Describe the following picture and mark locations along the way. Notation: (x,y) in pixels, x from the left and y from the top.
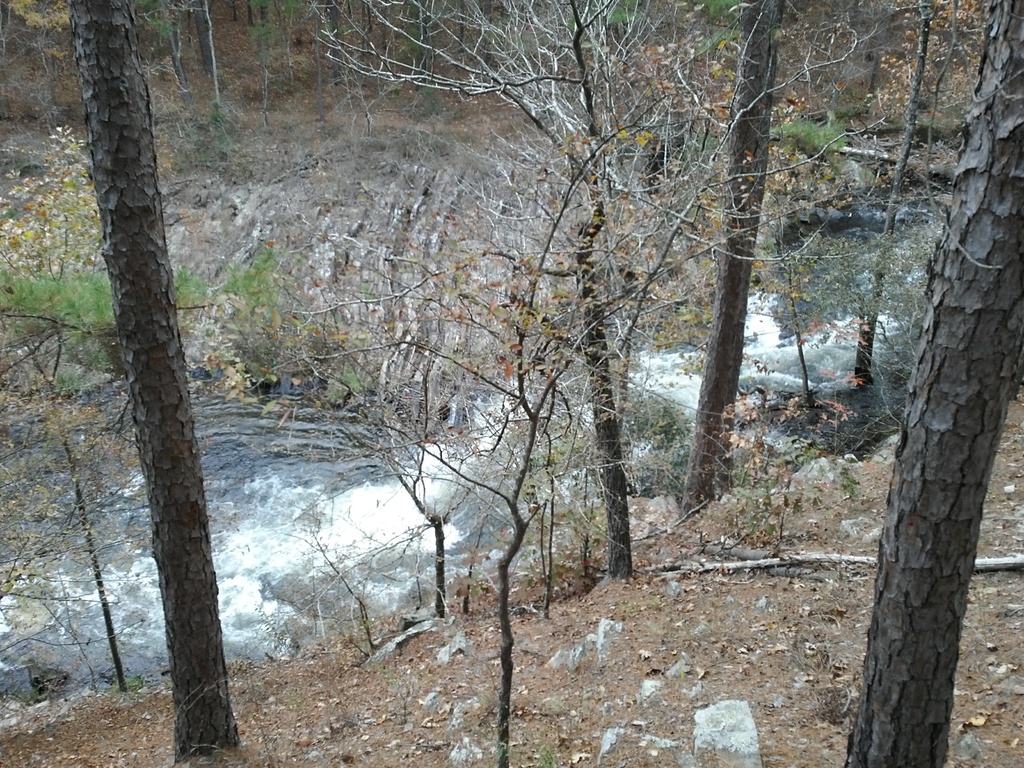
In this image I can see few dried tree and few trees (672,414) in green color and I can see few stones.
